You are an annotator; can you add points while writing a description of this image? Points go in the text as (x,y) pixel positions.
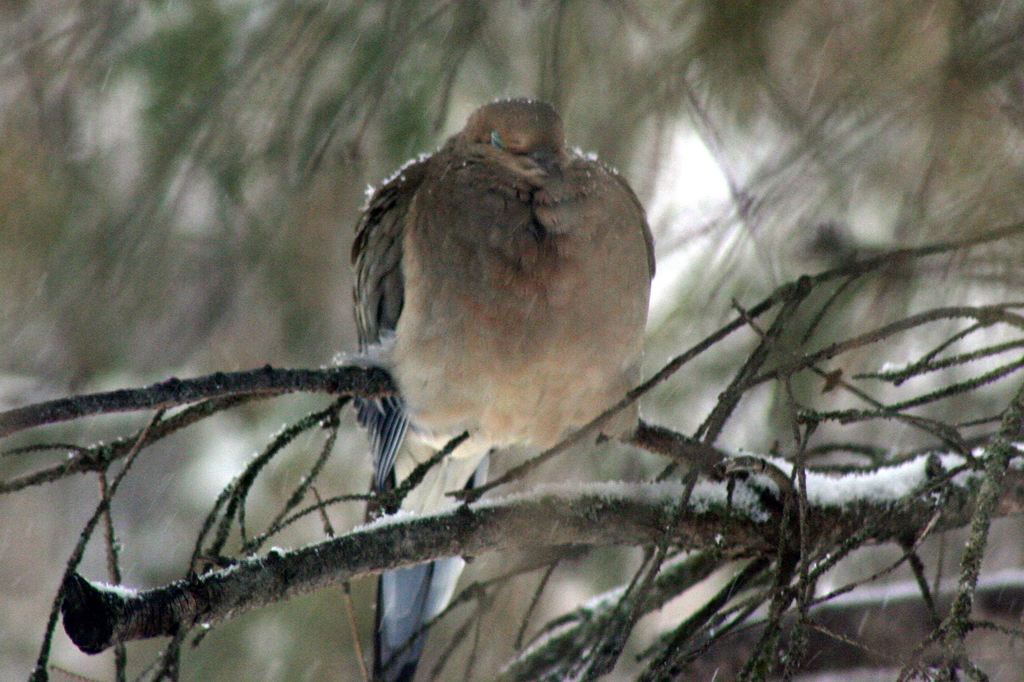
Background (885,104) portion of the picture is blurry. In this picture we can see a bird (508,362) and branches (656,531).
